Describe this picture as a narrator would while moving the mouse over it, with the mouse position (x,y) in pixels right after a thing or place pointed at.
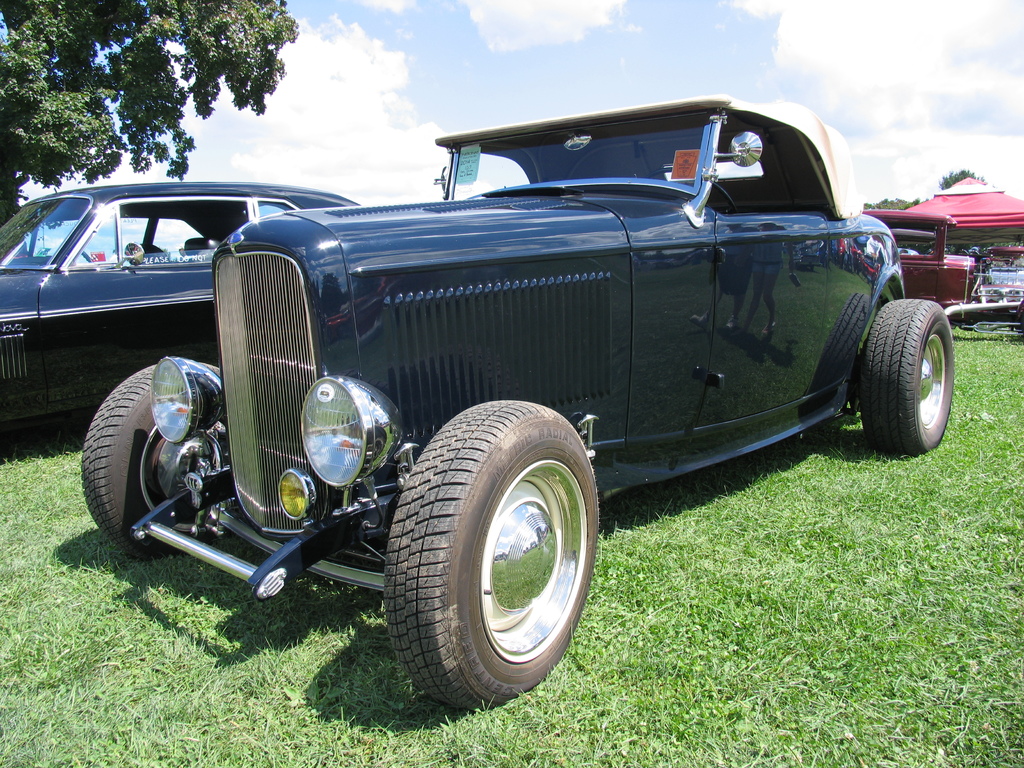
In this picture I can see vehicles (466,330) on the green grass (631,629). I can see the tree (71,123) on the left side (85,111). I can see clouds (509,37) in the sky (509,37).
